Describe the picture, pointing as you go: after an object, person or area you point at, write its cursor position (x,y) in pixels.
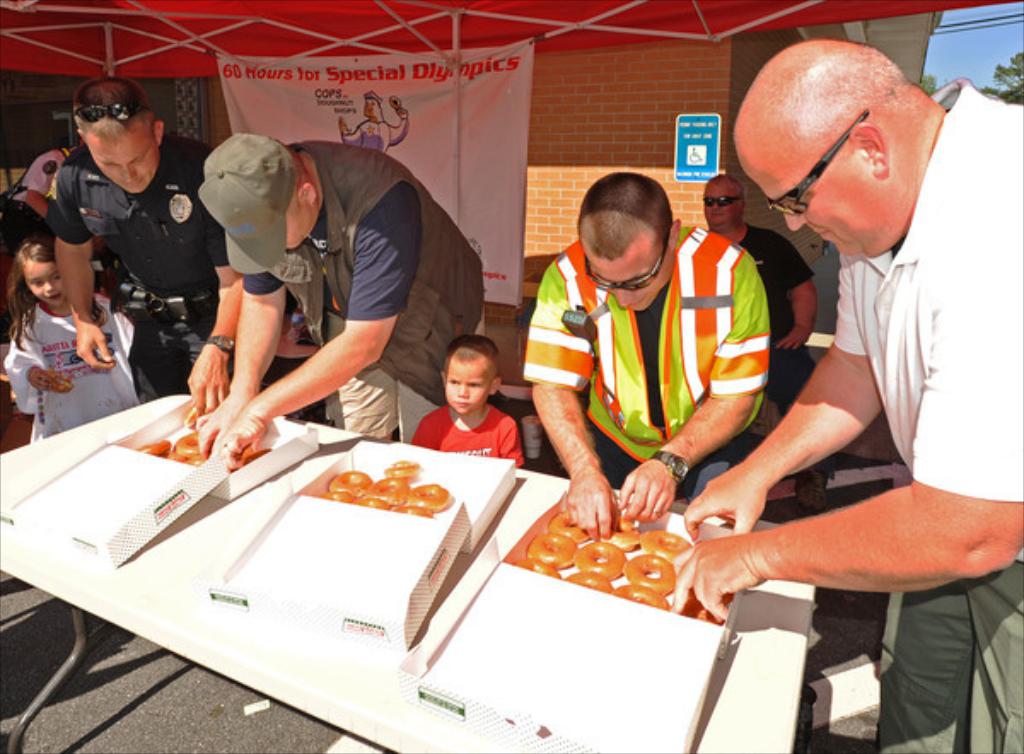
In this image there are four person (299,252) who are holding a sweets (620,542). On the table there is a sweet boxes (448,526), beside a table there is a kid (484,419) who is wearing a red shirt (499,428). On the background (579,102) we can see a brick wall (616,114) and a sign board (690,144). On the top right corner (977,41) we can see a sky (980,32) and a tree (1013,70). This man (712,287) wearing a security jacket (700,350). On the left (48,391) there is a girl (110,334) who is looking to a sweet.
